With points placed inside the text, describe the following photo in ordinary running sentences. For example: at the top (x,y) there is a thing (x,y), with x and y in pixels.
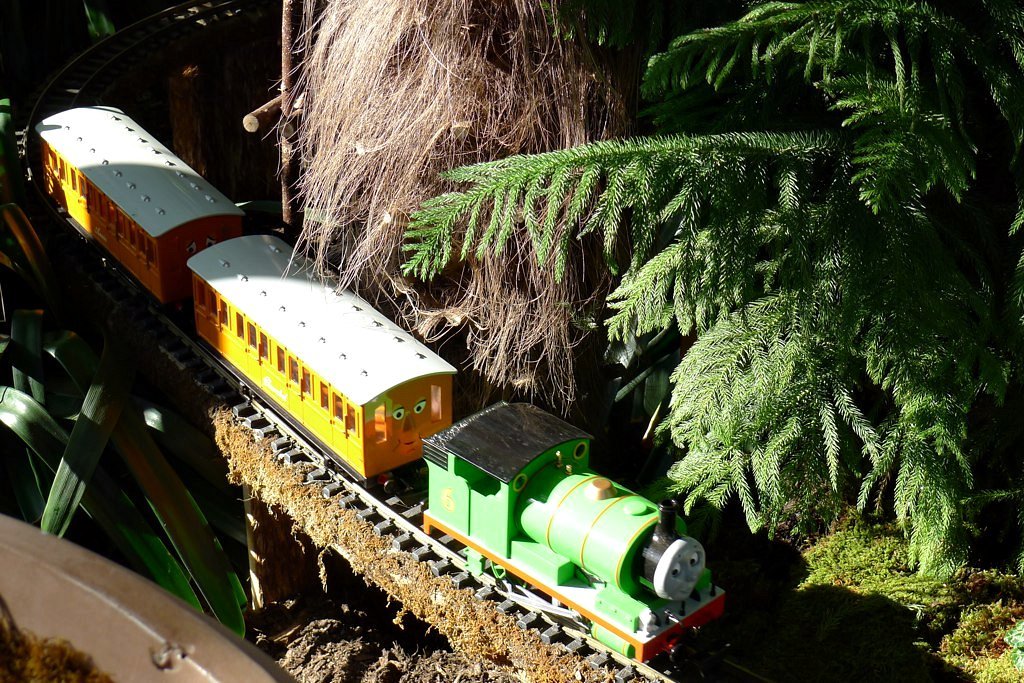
In this image I can see few trees (855,272) which are green and brown in color. I can see a toy train (594,568) which is green, black, yellow and white in color on the track (664,680).
